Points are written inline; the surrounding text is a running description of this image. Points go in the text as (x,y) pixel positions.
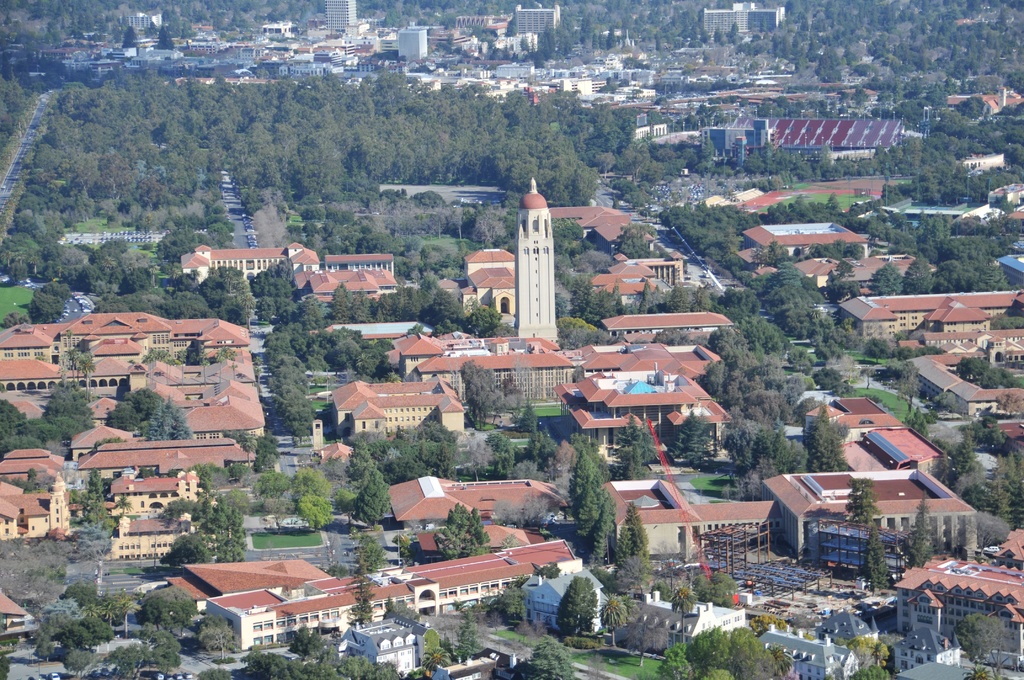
In this image, we can see so many buildings (608,357), trees (693,430), roads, houses (247,264), vehicles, tower (535,250) and rods (769,567).
